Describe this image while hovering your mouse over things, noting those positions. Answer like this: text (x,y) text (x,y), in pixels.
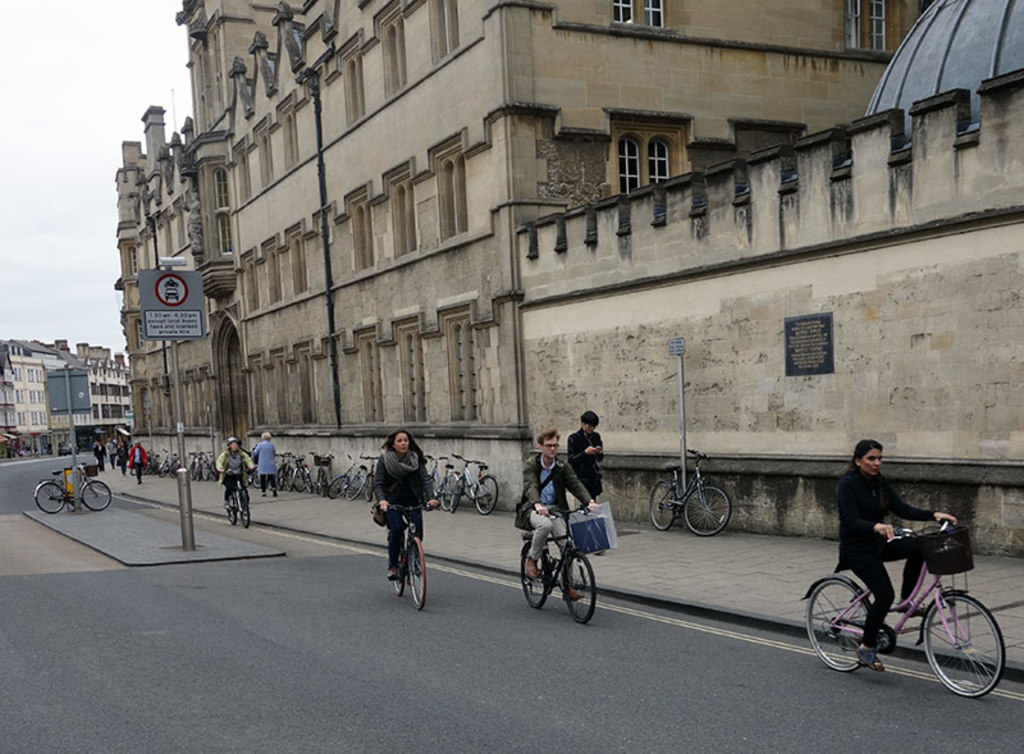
This picture is clicked on a city street (482,703). Here we see one two three four people (383,480) riding bicycle (811,632) and many are walking on sidewalks (726,544). Beside that we find a building (502,111) and in front (183,284) we see a caution board (171,298). Behind that we see the other building (25,364). We can even see sky (60,114).
